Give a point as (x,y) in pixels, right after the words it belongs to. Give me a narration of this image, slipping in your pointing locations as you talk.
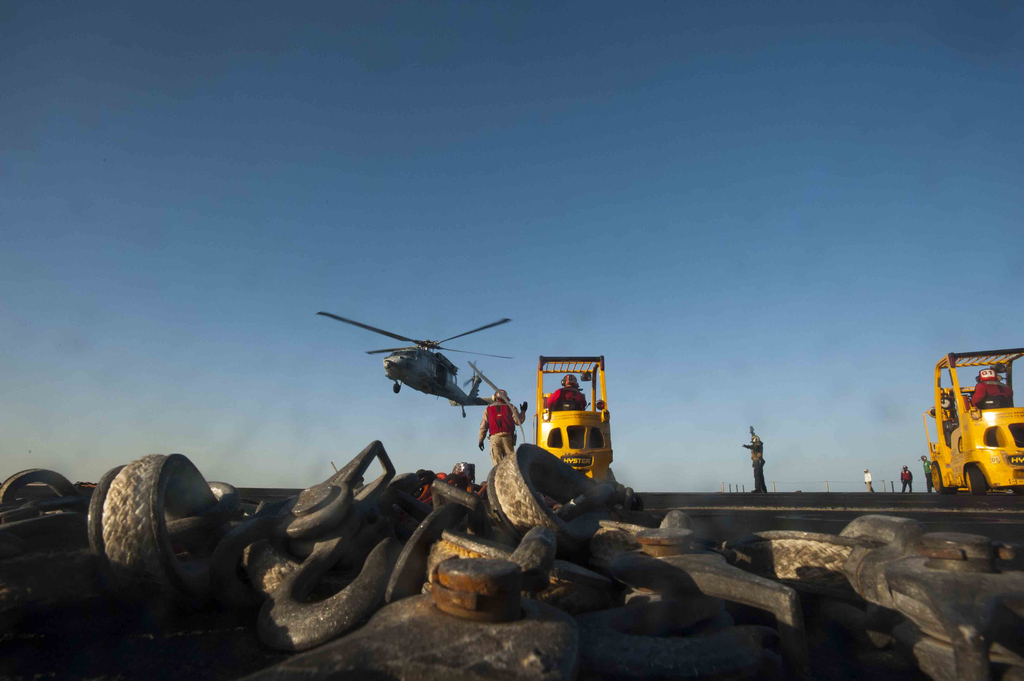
In the center of the image (571,441) we can see persons (487,423) and vehicles (536,440). At the bottom of the image (552,462) we can see shackles (927,607) and rope slings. In the background (701,481) we can see helicopter (419,365) and sky (470,178).
